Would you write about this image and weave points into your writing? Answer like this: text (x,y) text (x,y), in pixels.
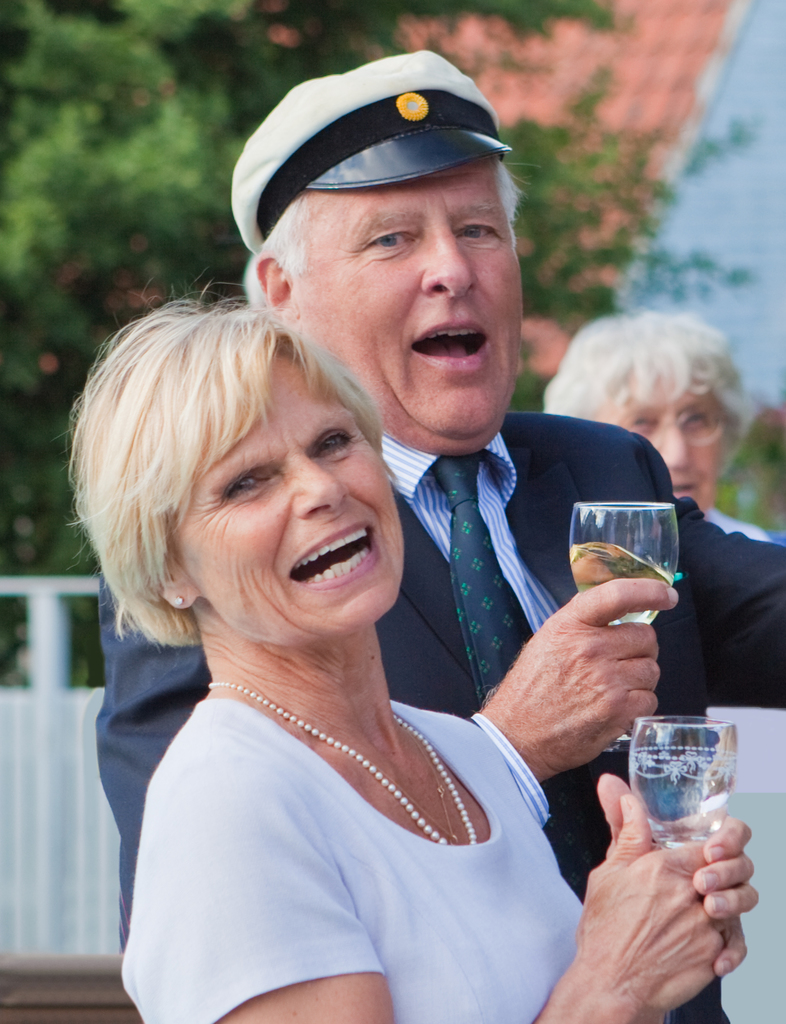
In this picture we can see a man (400,596) and a woman (376,515) holding glasses (699,743) with their hands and smiling and in the background (768,476) we can see trees (768,476) and a person (595,417) wore a spectacle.
